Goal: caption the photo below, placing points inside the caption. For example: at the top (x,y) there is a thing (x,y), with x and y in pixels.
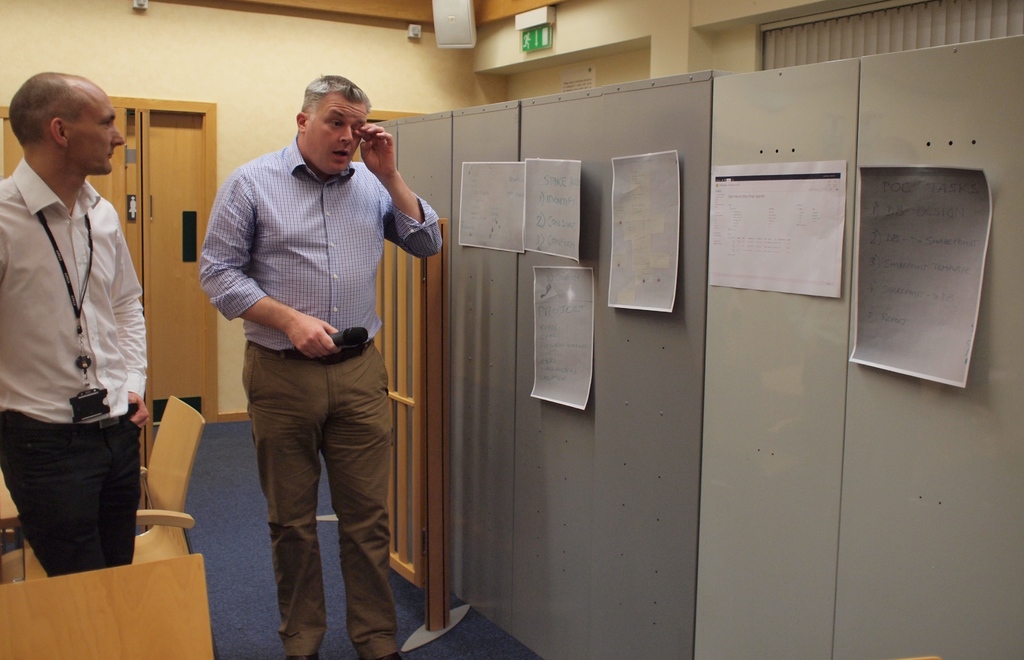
On the right side of the image (851,521) we can see posters (776,216) and cupboards (928,132). On the left side of the image (312,361) we can see persons (107,403) standing on the floor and also we can see chairs (163,529), tables (78,613). In the background (161,133) we can see doors (183,135), fire alarm (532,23), windows (791,36), curtain (827,38) and wall (175,70).
